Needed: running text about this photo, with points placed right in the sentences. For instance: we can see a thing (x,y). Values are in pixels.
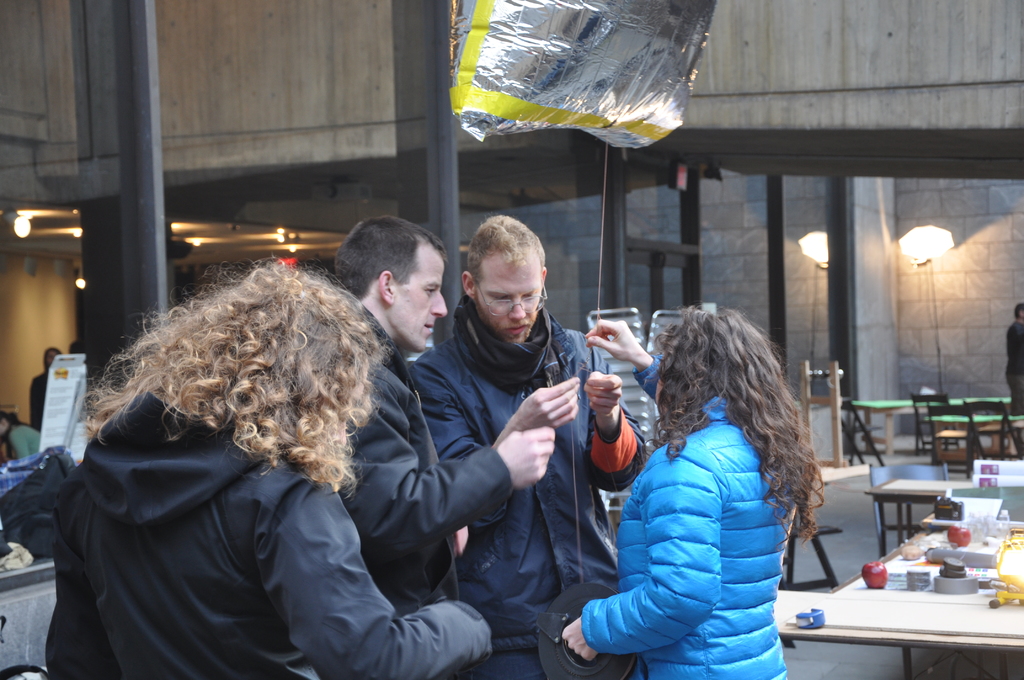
In this image I can see there are four persons (703,419) visible and one person (626,329) holding a thread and I can see the wall (796,100) at the top (872,103) and I can see lights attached to the wall (729,271), on the right side (969,601) I can see a table (969,621), on the table (946,604) I can see some objects (1004,560) kept on it and on the left side (32,436) I can see few persons (41,386).
